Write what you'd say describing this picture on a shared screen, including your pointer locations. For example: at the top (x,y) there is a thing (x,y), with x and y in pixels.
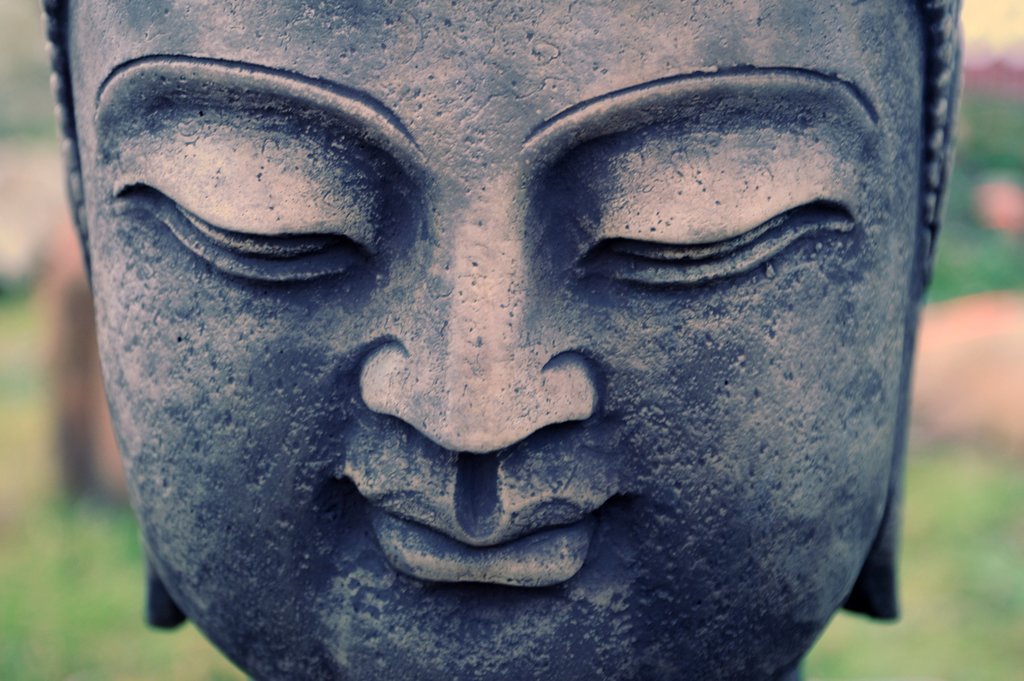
In this image I can see a statue (221,302) which is in gray color and I can see blurred background (1008,324).
